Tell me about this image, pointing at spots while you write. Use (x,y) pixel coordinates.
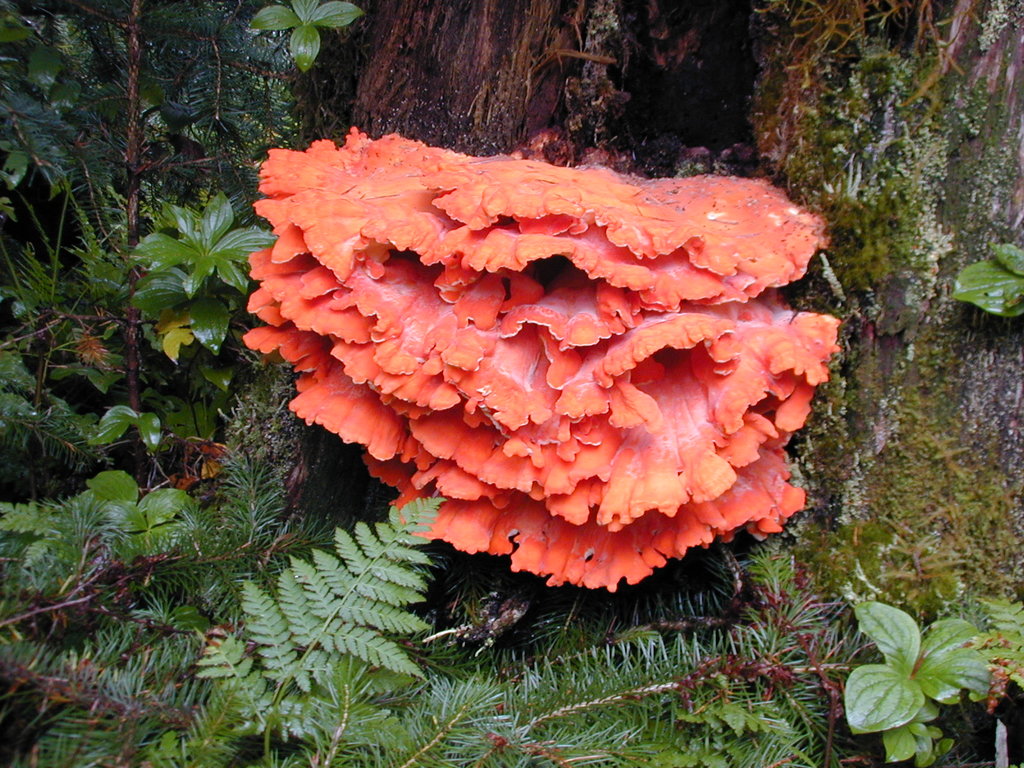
In this image we can see plants (229,276).
